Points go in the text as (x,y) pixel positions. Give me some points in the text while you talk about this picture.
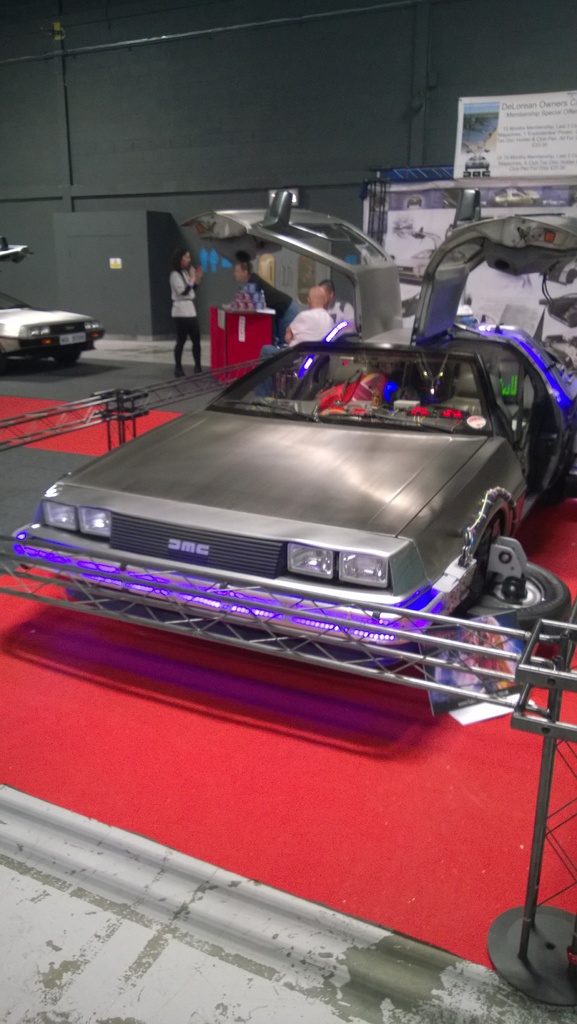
In this image I can see a red colour carpet (229,792) and on it I can see a car (272,573). I can also see few poles (120,406) around this car (466,339). In the background (565,95) I can see few boards (552,326), few people (291,322) and on the left side of this image (16,425) I can see one more carpet (130,421) and one more car (84,335). On these boards (548,123) I can see something is written.
